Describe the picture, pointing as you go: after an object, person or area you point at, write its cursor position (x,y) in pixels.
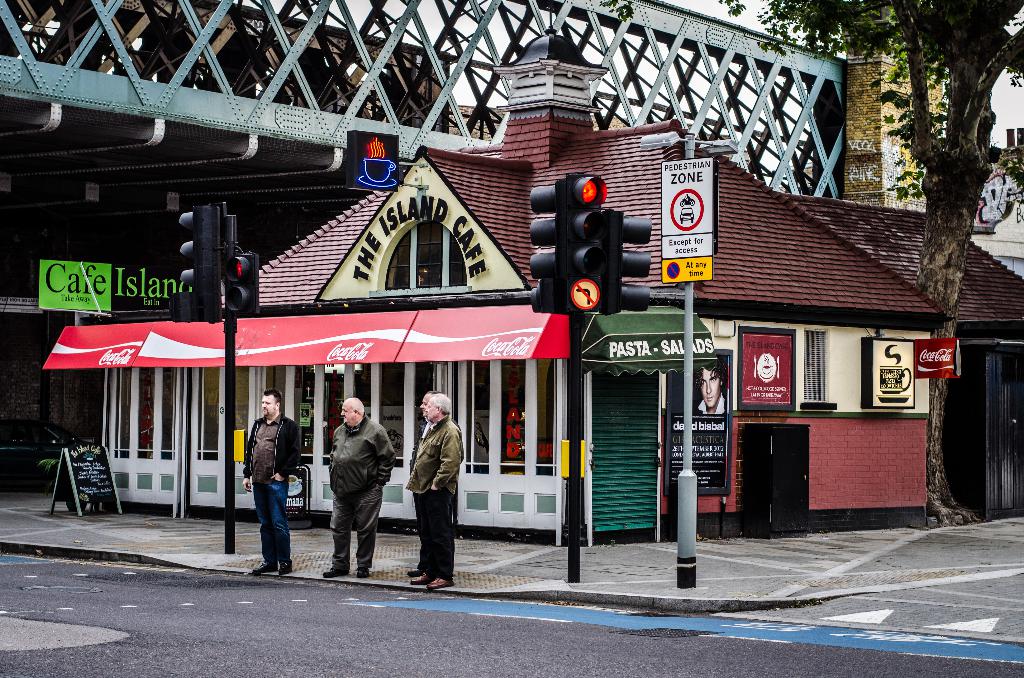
In the picture we can see a street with some shops (837,460) and near to it we can see some poles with traffic lights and on the shop (488,331) we can see a name the island cafe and beside we can see a tree (958,175) and behind we can see a bridge (705,137) and on the path (325,555) we can see four persons (339,551) are standing.
